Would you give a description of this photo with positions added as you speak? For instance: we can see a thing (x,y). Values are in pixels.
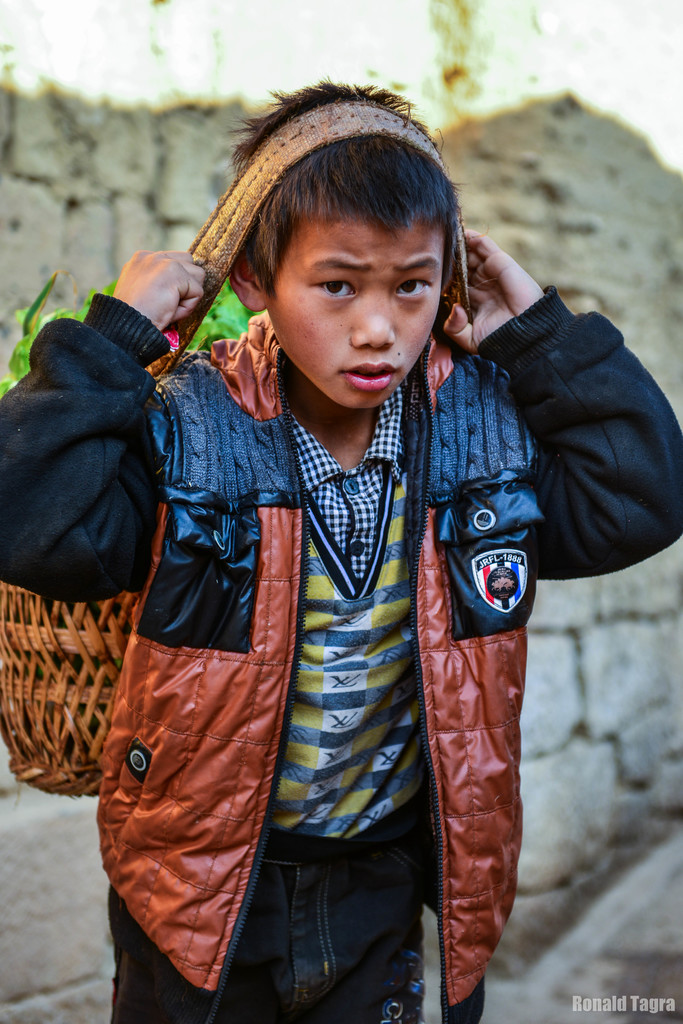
In the foreground of this image (362,604), there is a boy (384,580) wearing a jacket (464,464) and carrying a basket (88,635) by putting the belt (399,135) of it on his head (451,230). In the background (488,20), there is the wall (455,20).
